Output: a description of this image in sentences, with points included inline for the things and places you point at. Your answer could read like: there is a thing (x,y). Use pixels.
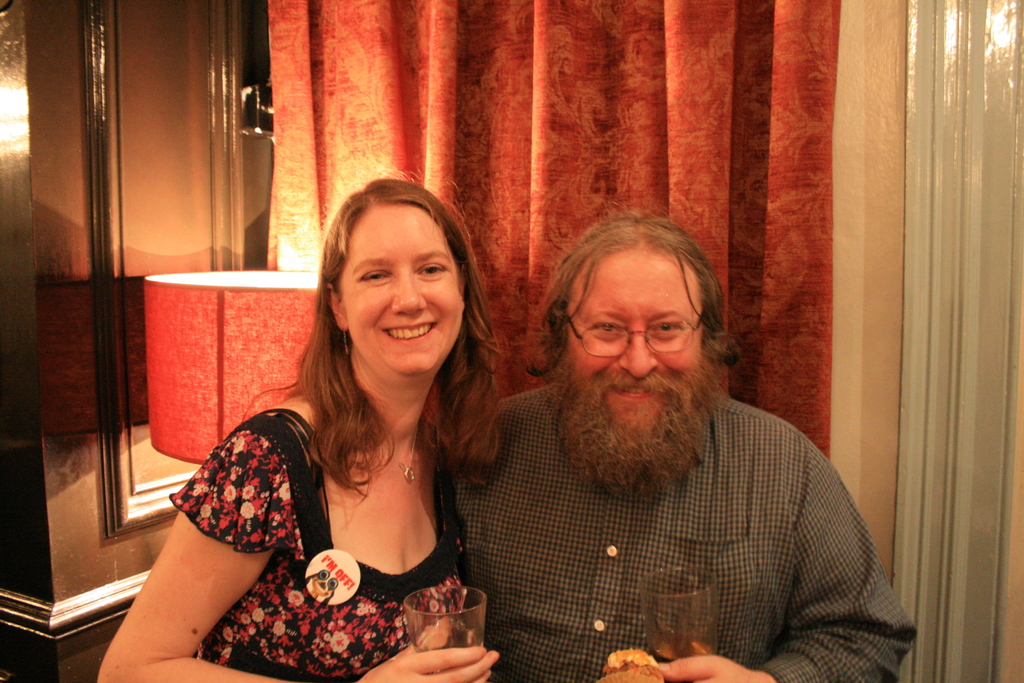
In the picture we can see a man (846,587) and a woman (350,389) sitting together and smiling and man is with full of beard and holding a wine glass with wine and women (209,570) is also holding a wine glass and behind them we can see a lamp (163,293) and a curtain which is red in color with some designs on it and beside it we can see a cream color wall (891,286).
